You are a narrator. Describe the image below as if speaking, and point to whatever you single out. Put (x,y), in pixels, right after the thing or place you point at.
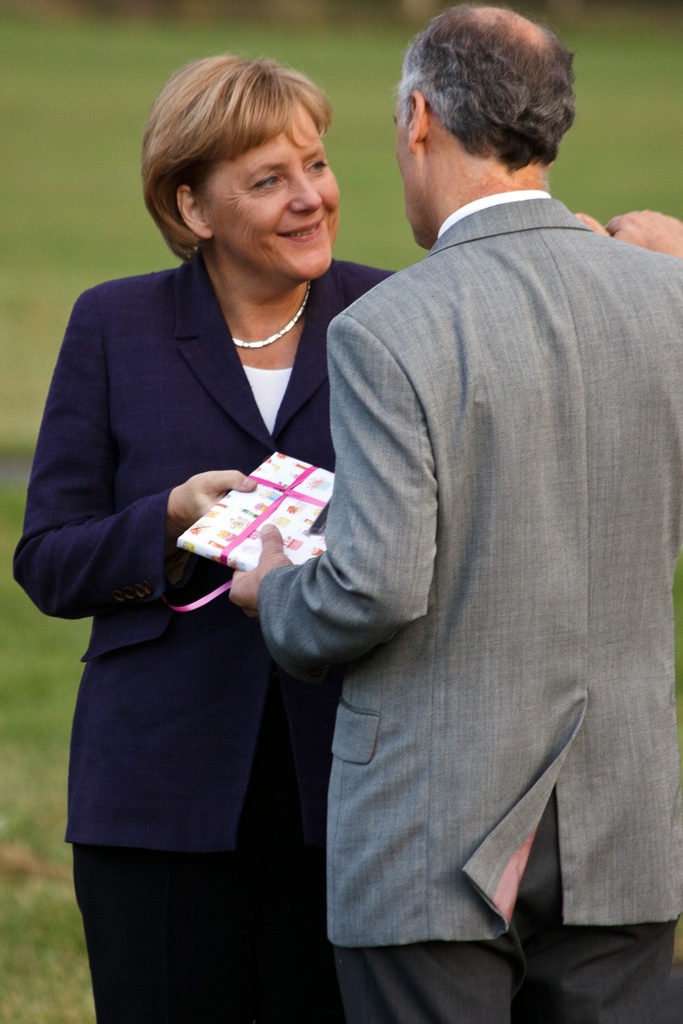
In this image, we can see women (296,440) and men (507,518) are holding a gift pack (260,520). Here we can see woman (306,243) is smiling. Background (372,97) there is a blur view.
